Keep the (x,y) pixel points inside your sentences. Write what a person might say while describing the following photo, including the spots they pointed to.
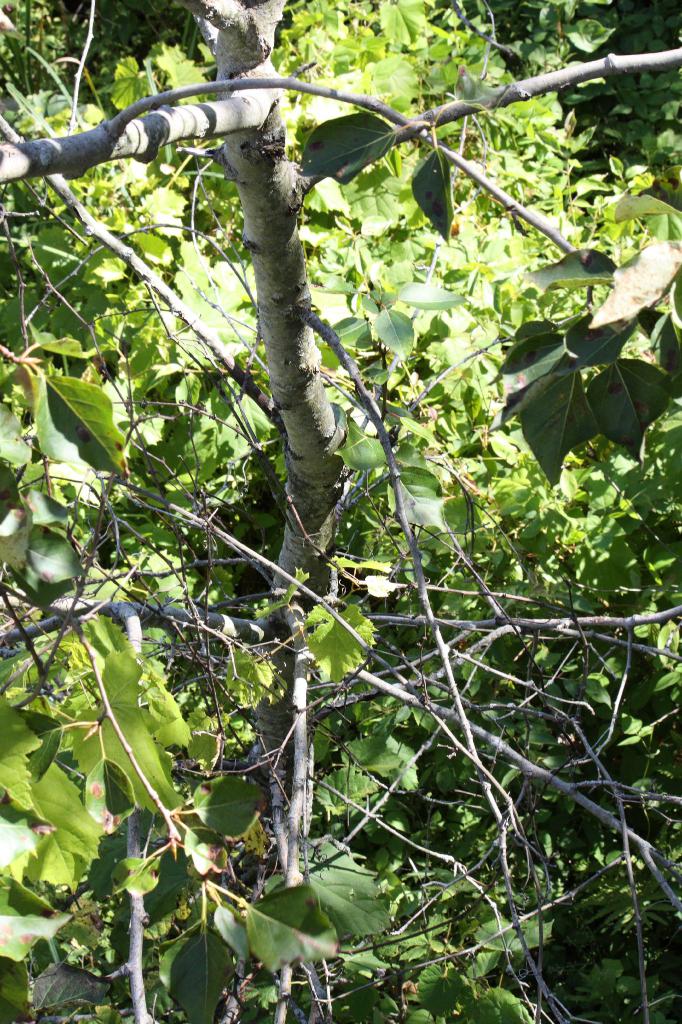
In this image there is a tree (290,333) in the middle (315,386). At the bottom (363,741) there are dry sticks (483,788) and green leaves (430,497).
